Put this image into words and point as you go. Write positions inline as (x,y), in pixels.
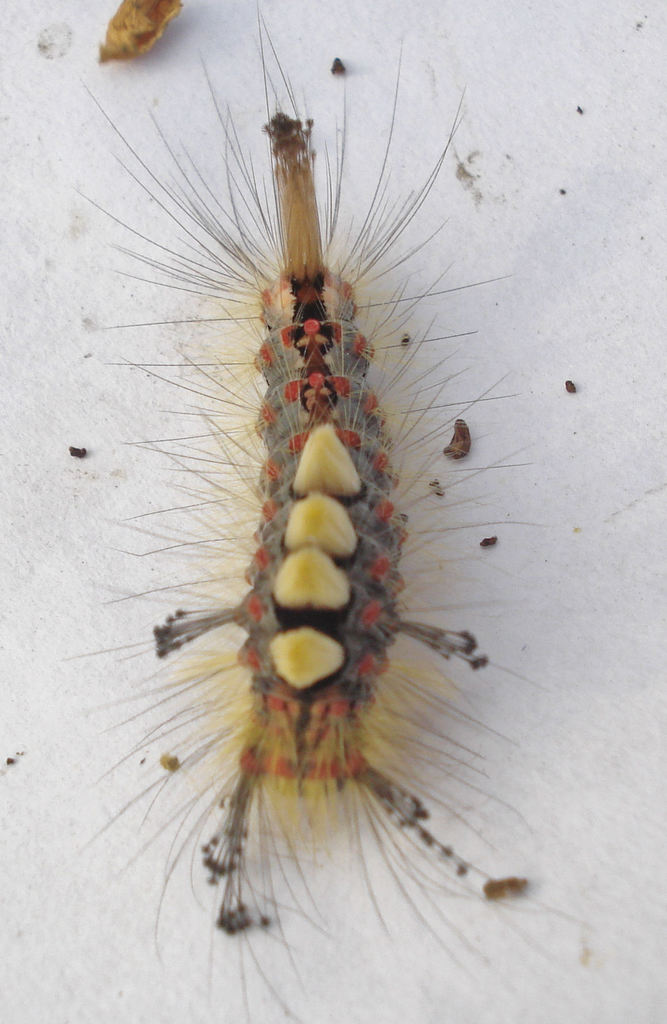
In the picture I can see an insect (334,420) on a white color surface (468,128) and here we can see some dust particles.
